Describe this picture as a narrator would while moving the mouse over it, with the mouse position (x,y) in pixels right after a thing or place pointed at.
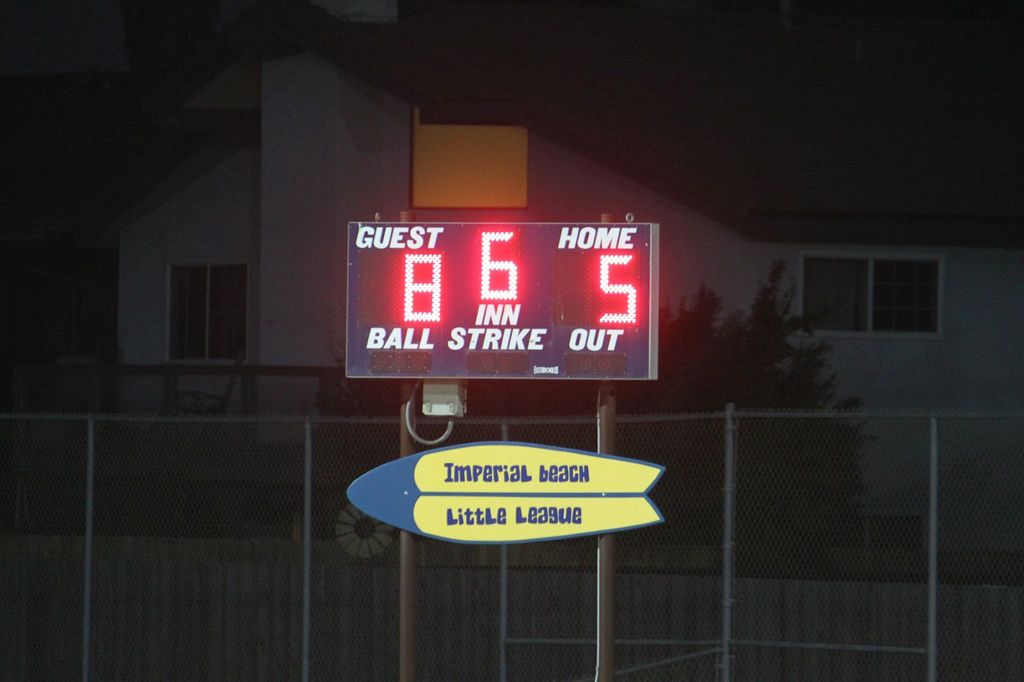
In the foreground (534,343) there are two boards (470,290) attached to the two poles (411,591). On the boards (597,347) I can see some text (458,346) and lights (441,291). At the back of it there is a net fencing (189,549). In the background (292,205), I can see a building (292,205) in the dark.
